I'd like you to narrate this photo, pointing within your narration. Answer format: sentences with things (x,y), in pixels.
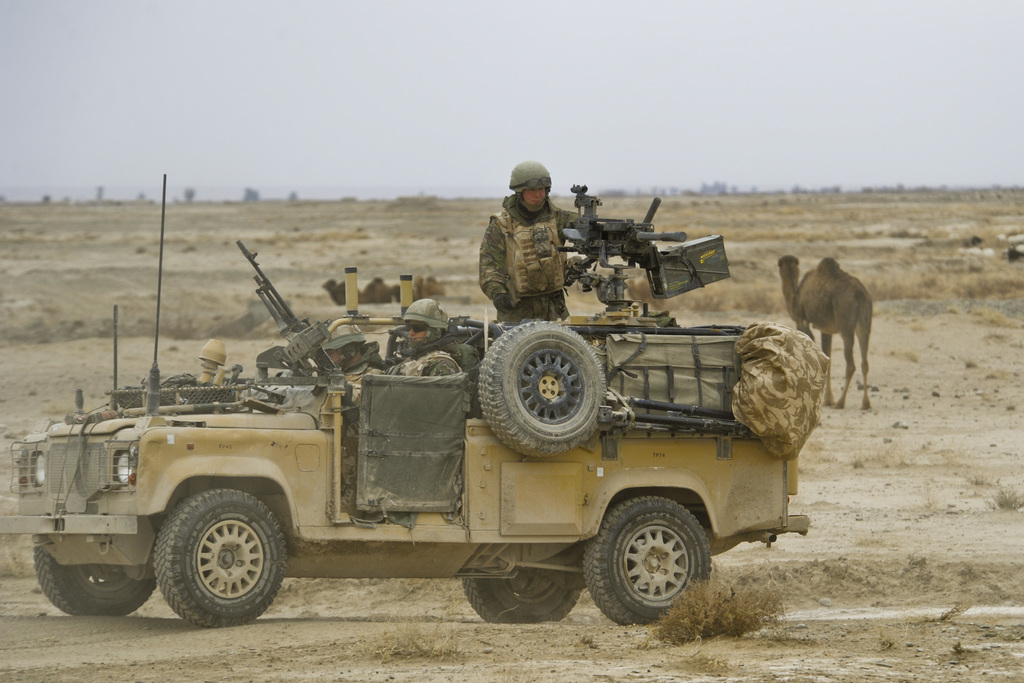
In this picture there is a jeep (414,463) in the center of the image (603,433) and there are soldiers (404,357) in it, by holding guns (302,355) in their hands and there are camels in the background area of the image (790,262).
